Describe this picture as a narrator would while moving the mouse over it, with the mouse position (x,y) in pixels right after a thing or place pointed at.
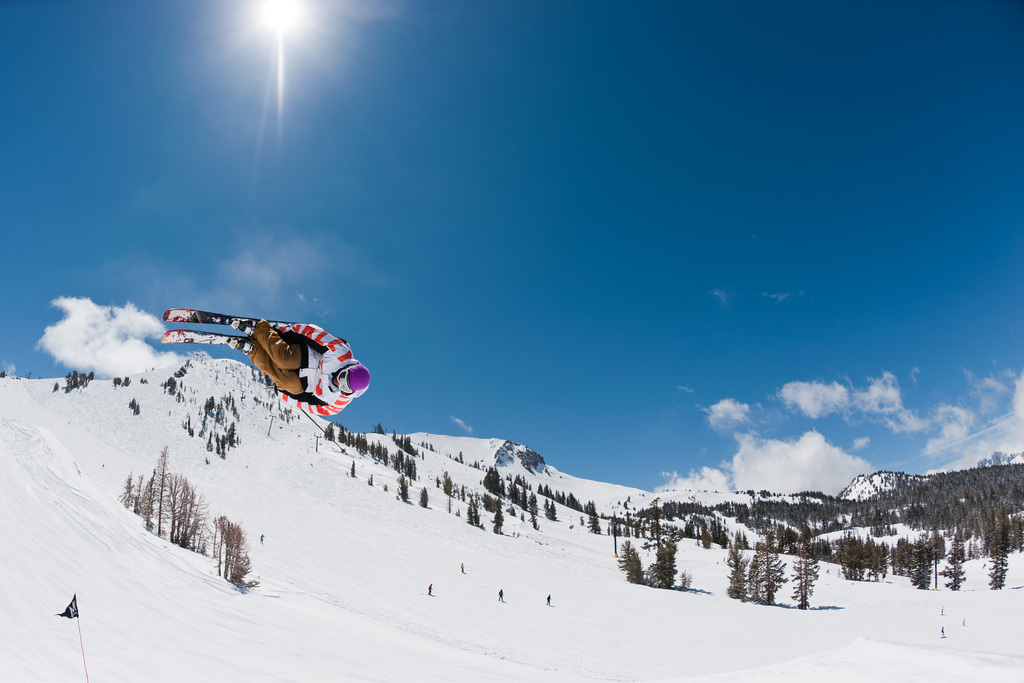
The person (295,345) wearing white and red dress (330,364) is skiing and there are trees (783,537) and snow (616,497) in the background (545,496).
